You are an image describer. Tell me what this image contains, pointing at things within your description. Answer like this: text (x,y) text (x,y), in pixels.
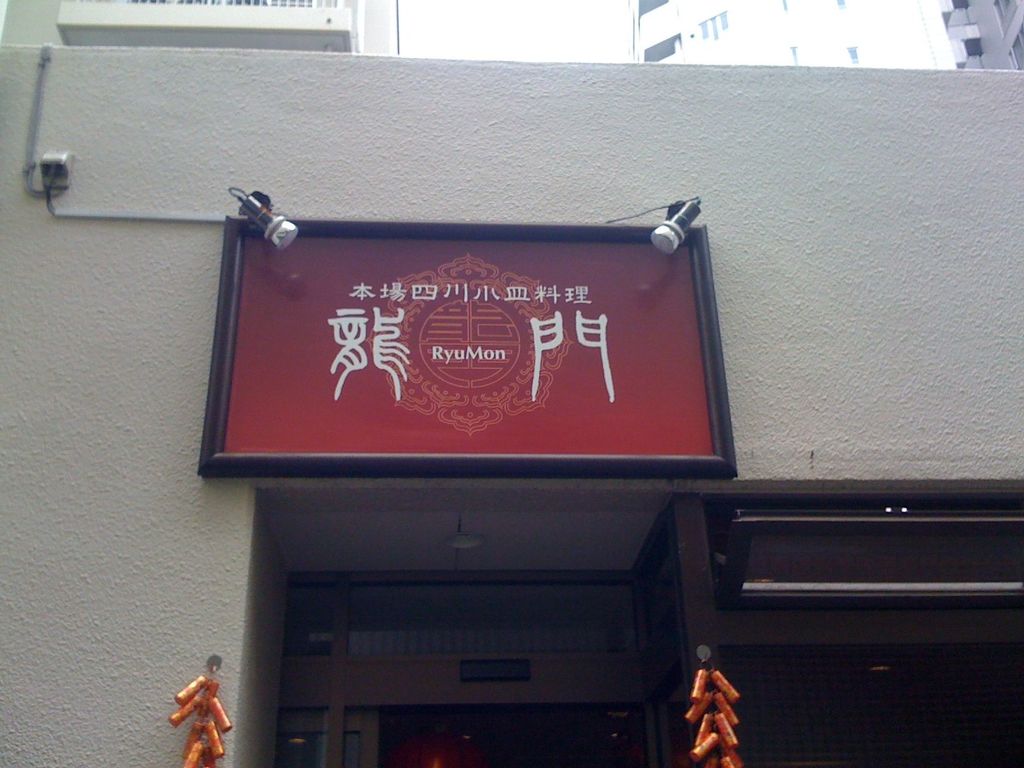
In the middle of the picture (550,444), we see a red board (432,412) with some text (383,363) written on it. Behind that, we see a white wall (171,165) and at the top of the picture (896,22), there are buildings (787,38) which are in white color. At the bottom of the picture (735,741), we see decorative items (202,715) in orange color and beside that, there is a door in brown color.
